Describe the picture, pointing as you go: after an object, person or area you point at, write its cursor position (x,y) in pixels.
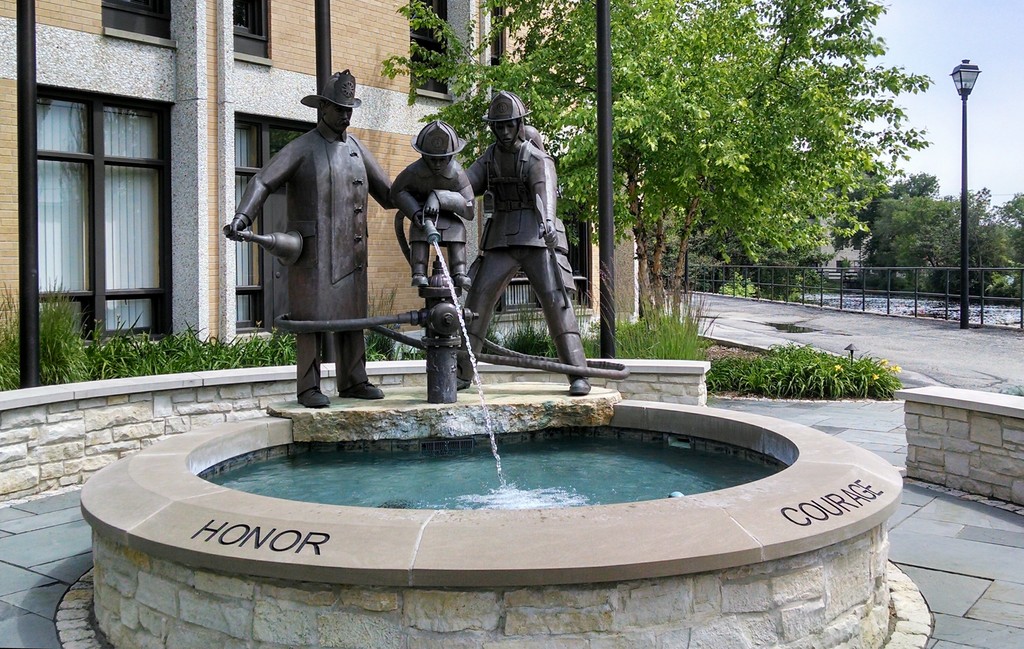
In this image I can see a water pond (380,485) in the front (591,561) and on it I can see few statues (534,218), in the front of it I can see something is written on the left (209,520) and on the right side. In the background (743,367) I can see plants (738,382), number of trees (639,277), few poles (965,205), a building (14,102), a light (963,138), railing (976,269) and the sky (990,13).
